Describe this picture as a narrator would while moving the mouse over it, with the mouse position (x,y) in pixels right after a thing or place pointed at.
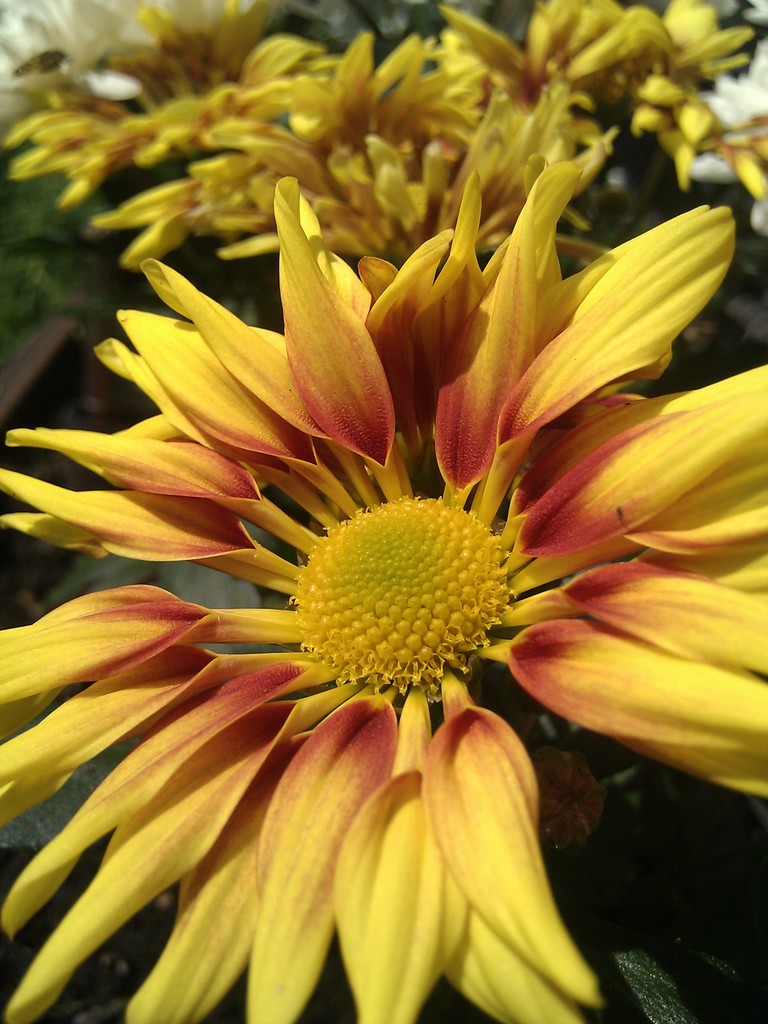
In this image I can see a flower (380,520) which is yellow and red in color. In the background (185,49) I can see few flowers (142,153) which are cream and yellow in color.
